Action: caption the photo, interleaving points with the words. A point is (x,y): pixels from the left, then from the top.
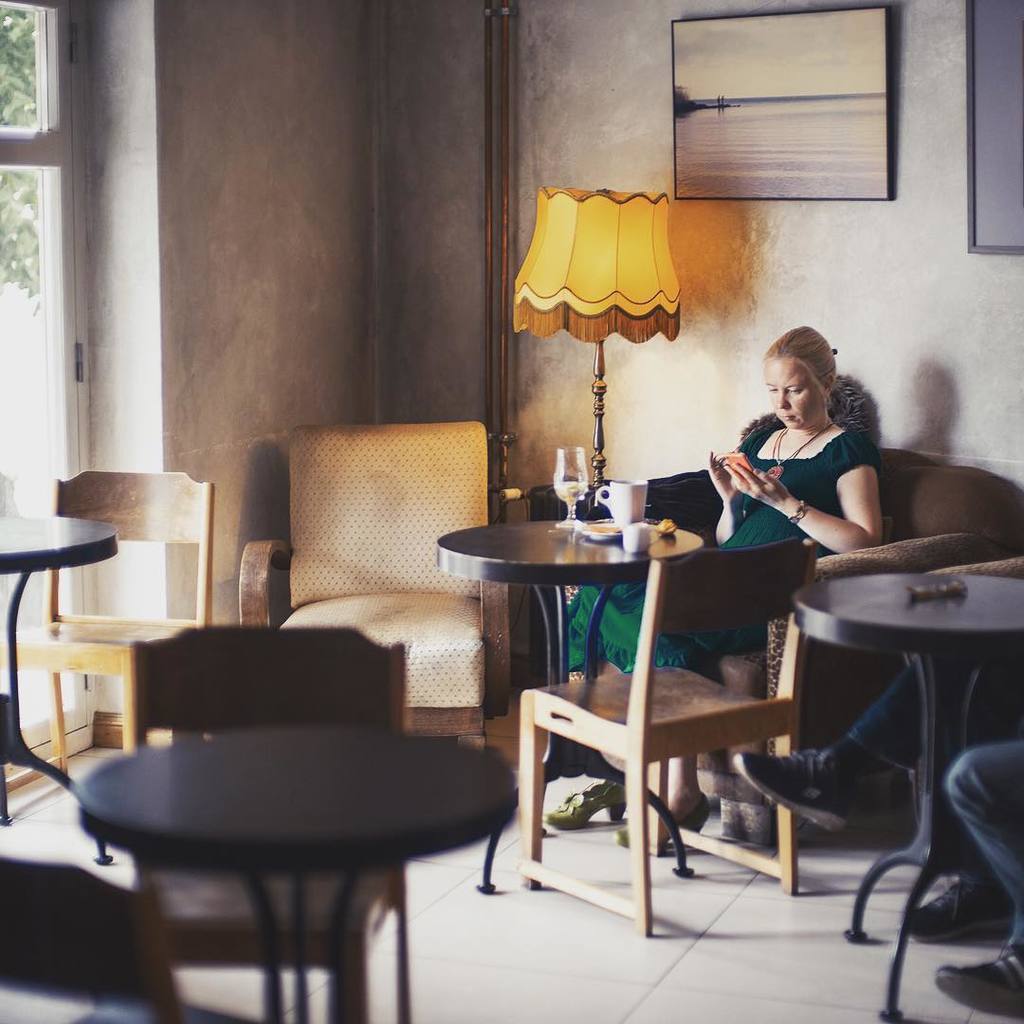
This picture describe about the woman (754,504) who is sitting on the sofa (894,496) and seeing in the mobile phone (737,473), in front she has a round black table (585,548) on which cup of coffee (615,506) and food (606,524) is placed. And a big floor light (606,315) beside her and behind there is a wall (546,58) on which photo frame (828,164) is placed and a relaxing chair (487,719) and a big glass window (32,225) from which trees (33,228) are seen.
